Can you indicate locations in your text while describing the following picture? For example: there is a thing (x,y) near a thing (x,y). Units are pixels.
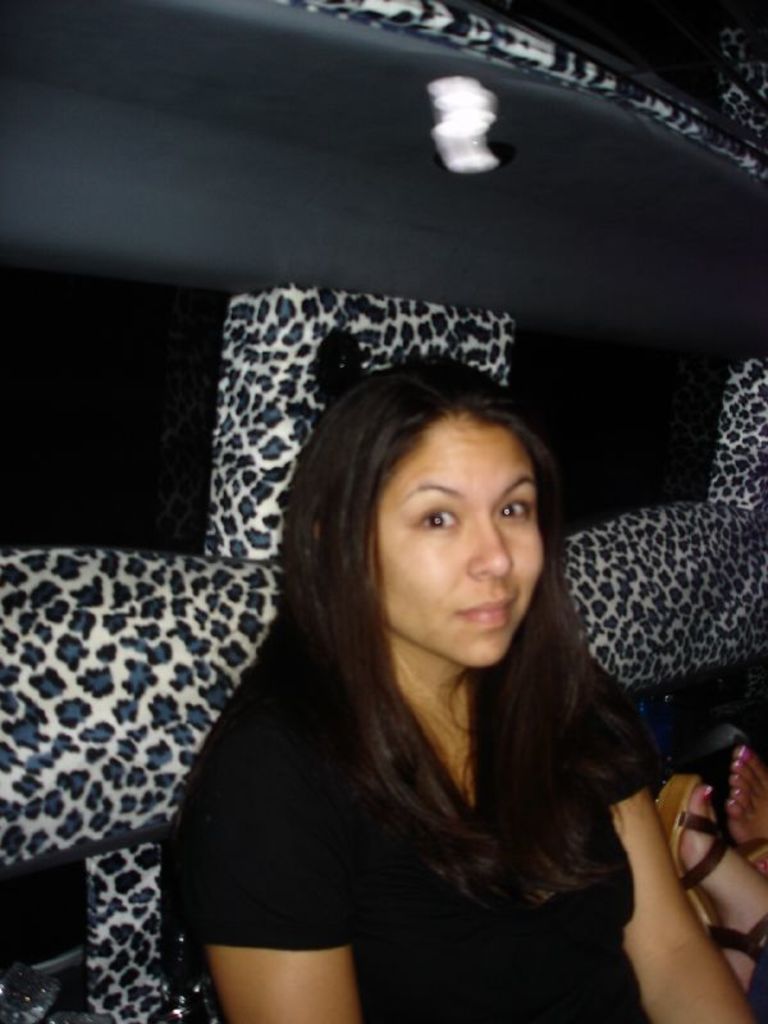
In this picture I see a woman (511,536) who is wearing black dress (262,765) and in the background (10,796) I see the black and white color thing (253,360) and on the right side of this image (767,825) I see the legs (705,789) of a person (697,795).
